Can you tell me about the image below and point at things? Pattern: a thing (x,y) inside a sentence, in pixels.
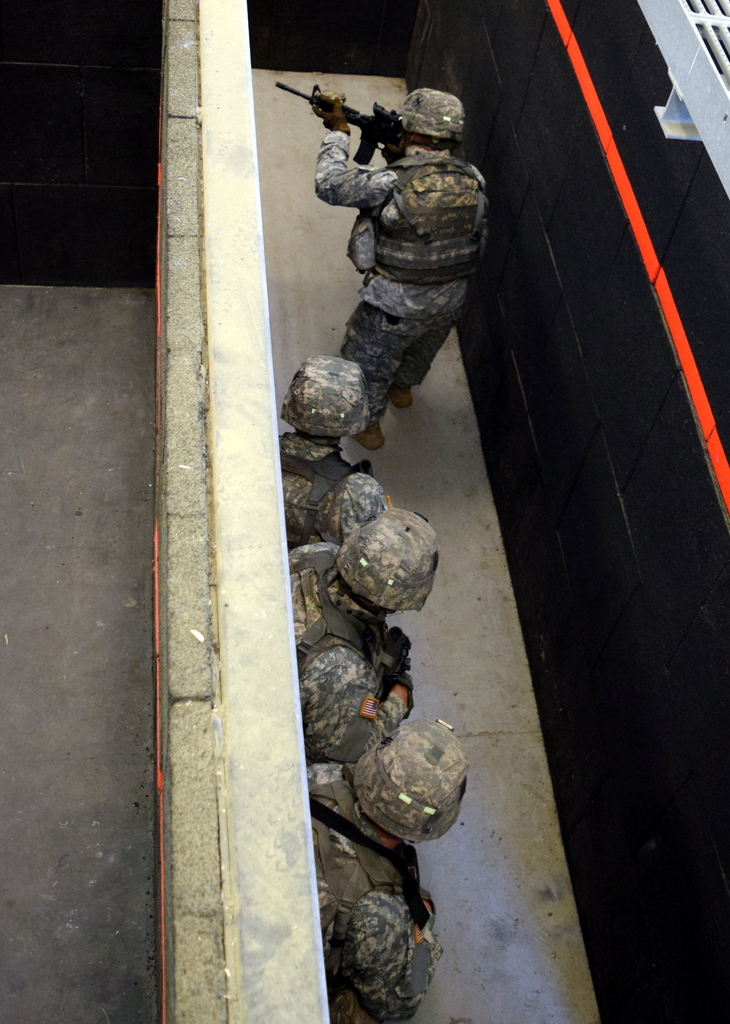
In this picture we can see some army people (393,683) are standing between the walls (212,618).
